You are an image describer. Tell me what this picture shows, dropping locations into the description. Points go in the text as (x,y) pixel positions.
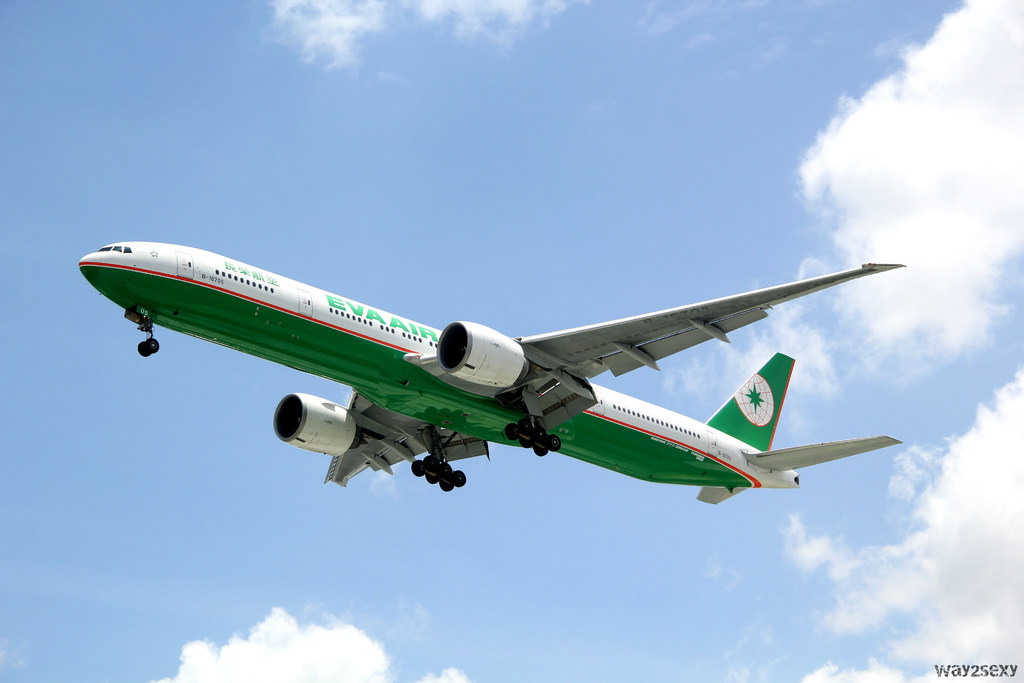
In the center of the image (439,346) we can see an aeroplane (392,383). In the background (505,451) we can see sky (361,483) and clouds (959,68).
